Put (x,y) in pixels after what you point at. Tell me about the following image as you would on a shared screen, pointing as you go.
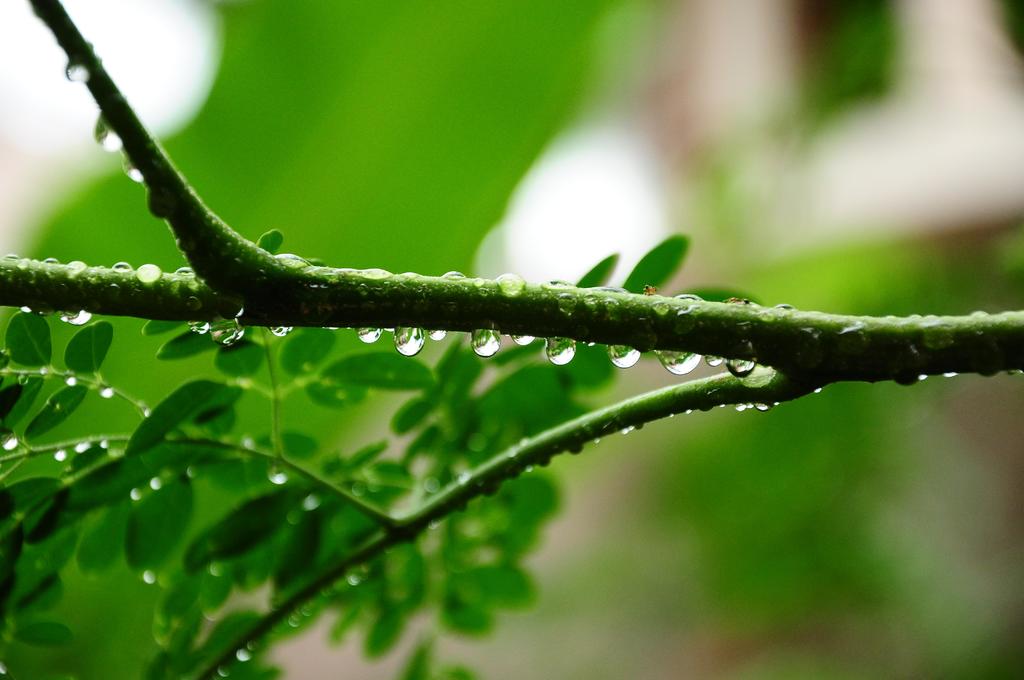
This picture shows a branch (672,388) with water droplets (479,343) to it and we see leaves (380,385) to the branch (611,422).
